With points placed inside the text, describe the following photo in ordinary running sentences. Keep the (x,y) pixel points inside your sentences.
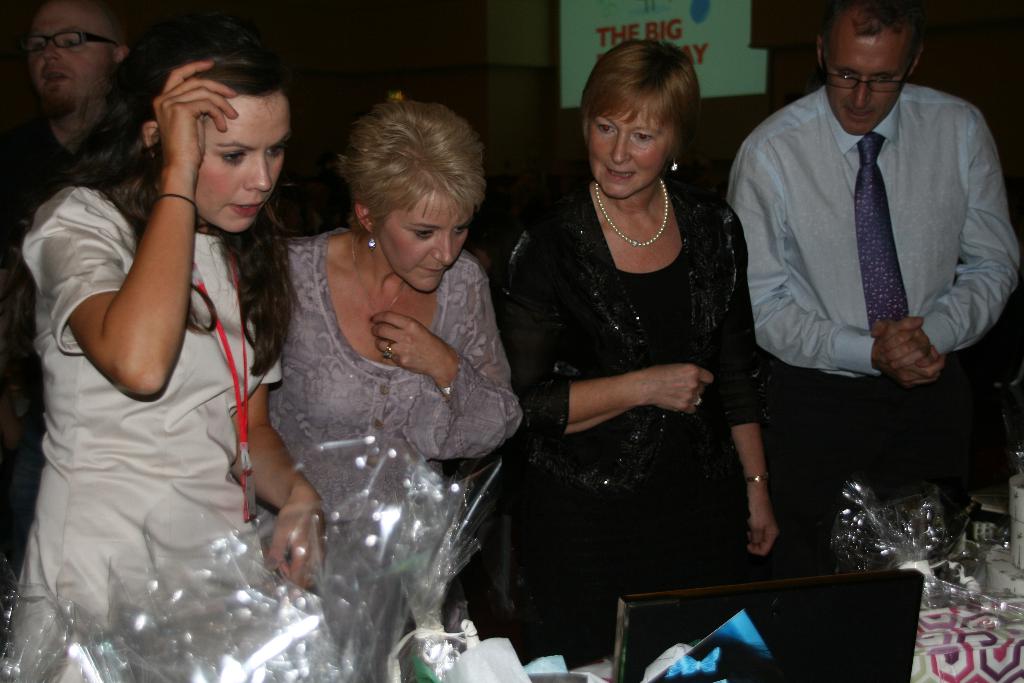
In this picture there is a woman (660,220) who is wearing black dress (694,432), locket (664,213) and earring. She is standing near to the man (811,253) who is wearing shirt (894,180), tie (881,209) and trouser (887,439). Here we can see a woman (378,286) who is wearing ring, watch (446,387) and dress (375,390). Beside her we can see another woman (206,264) who is wearing white dress (176,454). They are standing near to the table (964,666). On the table (793,621) we can see laptop (832,614), plastic covers (939,606), box (930,612), tissue paper (999,577) and other objects (1014,572). In the background (597,59) there is a poster (588,65) on the wall (506,83). On the top left corner (86,92) there is a man (32,47) standing near to the wall (9,71).
